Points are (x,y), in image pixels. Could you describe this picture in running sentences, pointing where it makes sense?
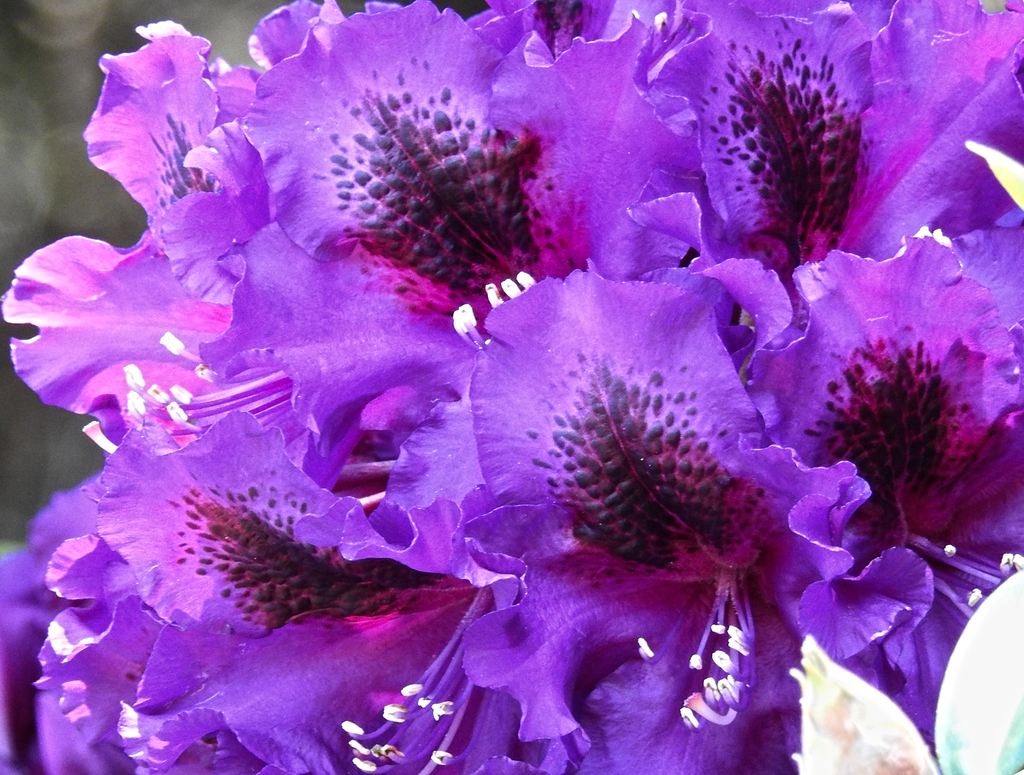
In this image we can see the flowers (378,335) and blur background (64,48).
